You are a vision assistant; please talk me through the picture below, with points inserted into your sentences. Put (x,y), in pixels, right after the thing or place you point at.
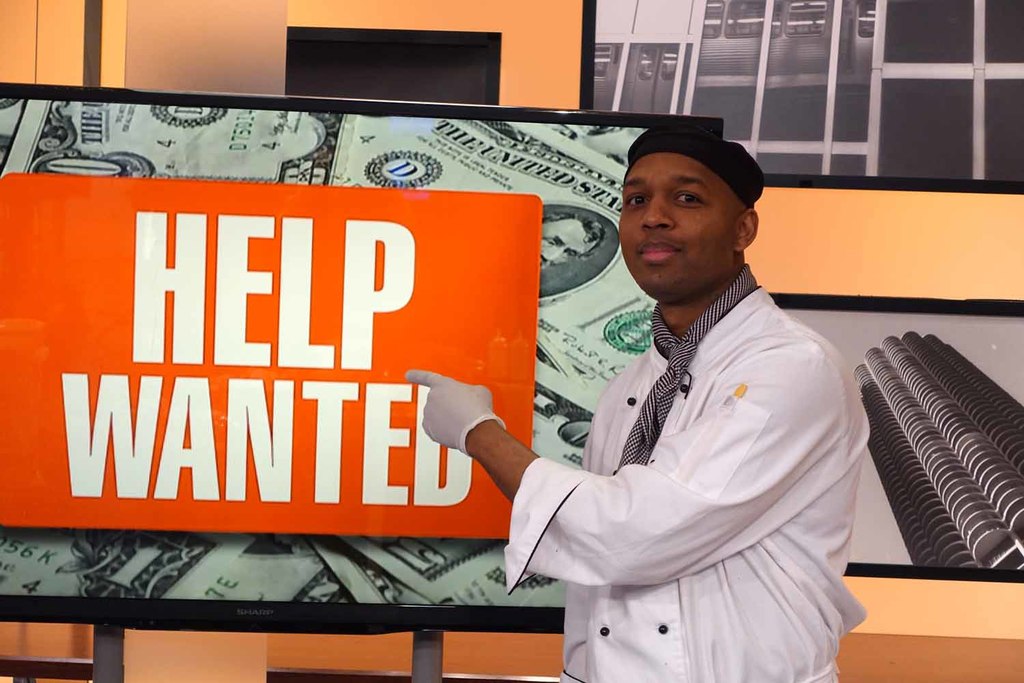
In this picture I can see a person (668,332). I can see the screens (520,349).
